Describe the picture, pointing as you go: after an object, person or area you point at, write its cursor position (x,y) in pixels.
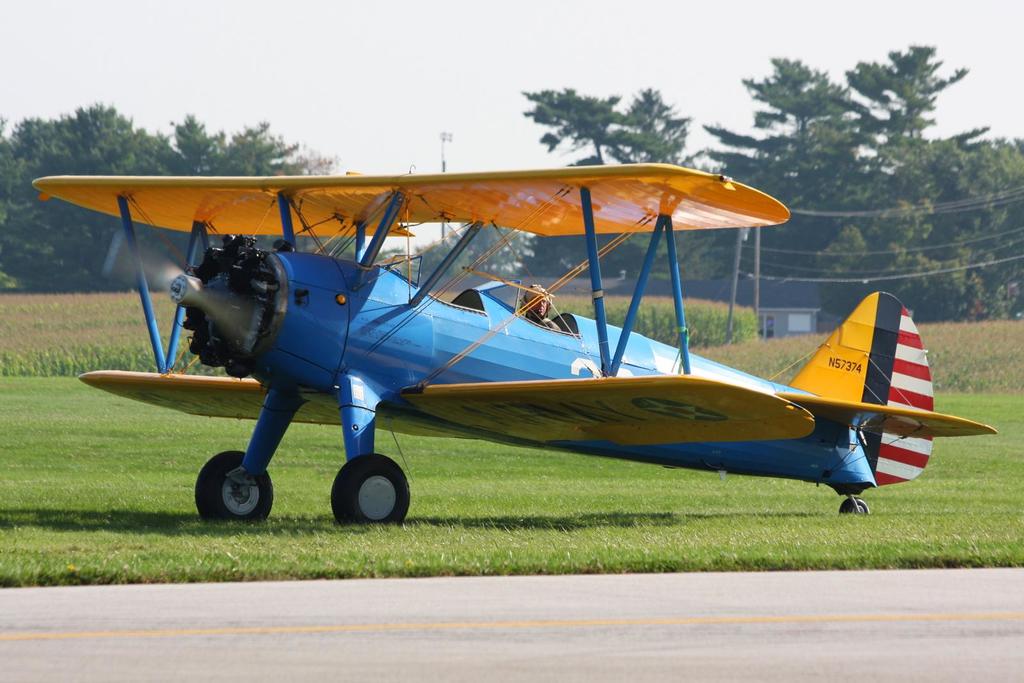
In this image I can see a road (386,589) in the front (462,576) and behind it I can see an open grass ground (417,536). I can also see an aircraft (252,448) in the front (479,332) and in it I can see one person (530,306) is sitting. In the background (22,357) I can see number of plants (146,333), number of trees (637,246), few poles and few wires (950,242) on the right side (732,334).
